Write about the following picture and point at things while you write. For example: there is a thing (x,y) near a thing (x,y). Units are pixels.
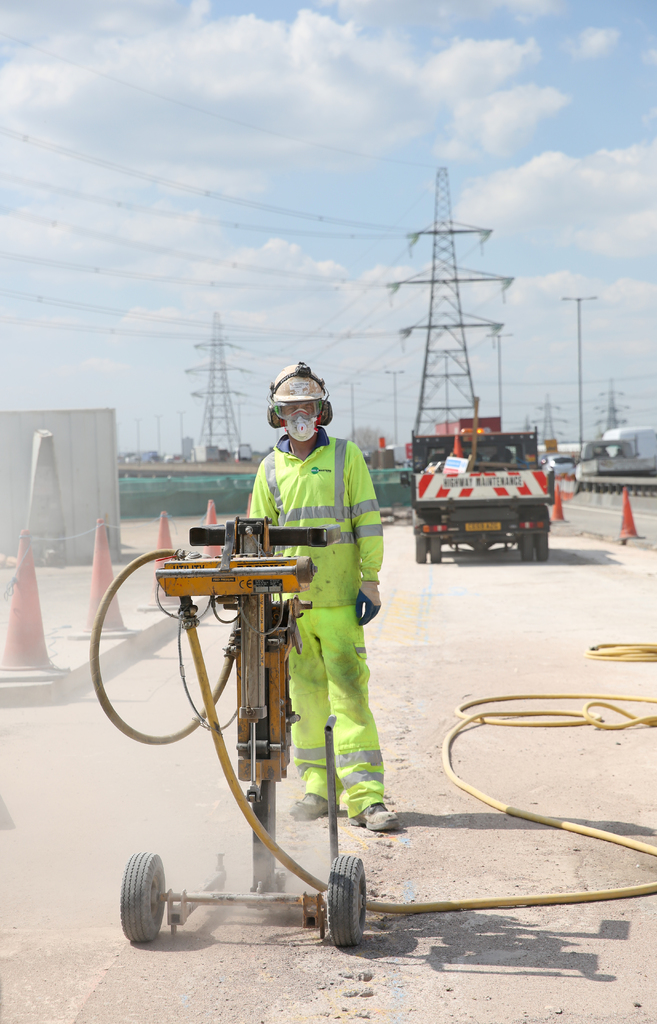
In this image in the center (344,629) there is one person (318,629) standing, and there is some machine (253,775) and pipes (106,714). And in the background (401,462) there are some barricades (389,479), vehicles (433,444), towers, poles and some other objects (111,471). At the bottom (155,783) there is road (204,641), and at the top of the image (376,294) there is sky (417,144) and also i can see some wires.
